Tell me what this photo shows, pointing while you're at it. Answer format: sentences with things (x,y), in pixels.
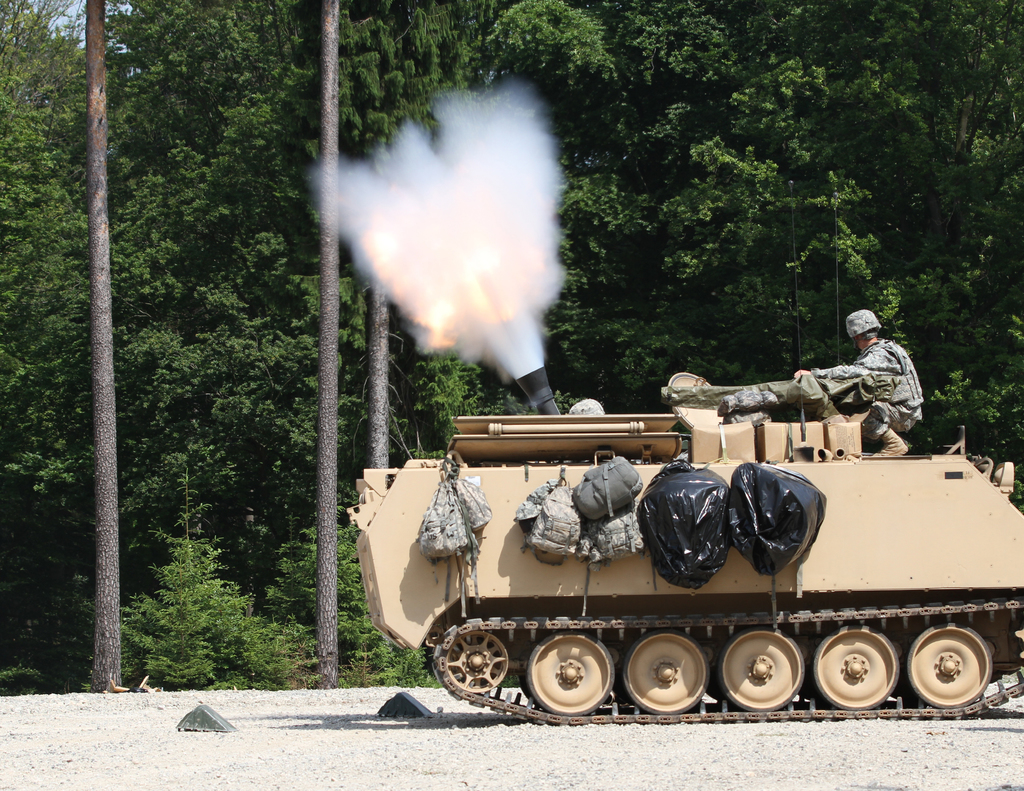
On the right side of the image (887,440) we can see a man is sitting on a vehicle (1008,533) and also we can see the smoke (478,218), bags (541,545). In the background of the image (71,562) we can see the trees (648,271). At the bottom of the image (260,734) we can see the ground (577,761).
